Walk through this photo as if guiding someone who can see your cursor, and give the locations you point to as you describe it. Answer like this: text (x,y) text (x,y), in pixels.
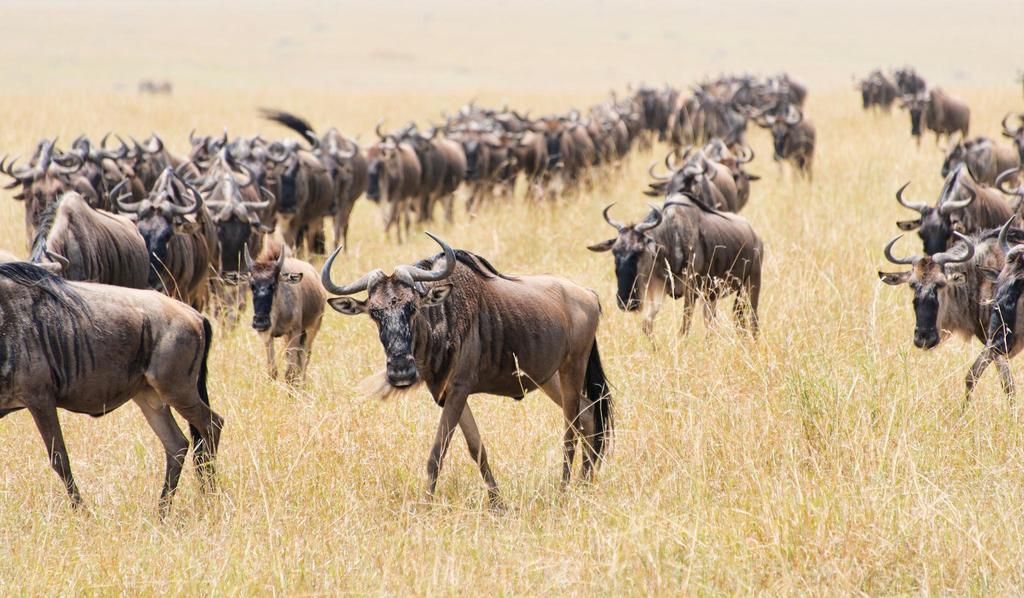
In this picture we can see a group of wildebeests (185,319) on the ground (227,337), here we can see grass (820,105) and in the background (837,106) we can see it is blurry.
